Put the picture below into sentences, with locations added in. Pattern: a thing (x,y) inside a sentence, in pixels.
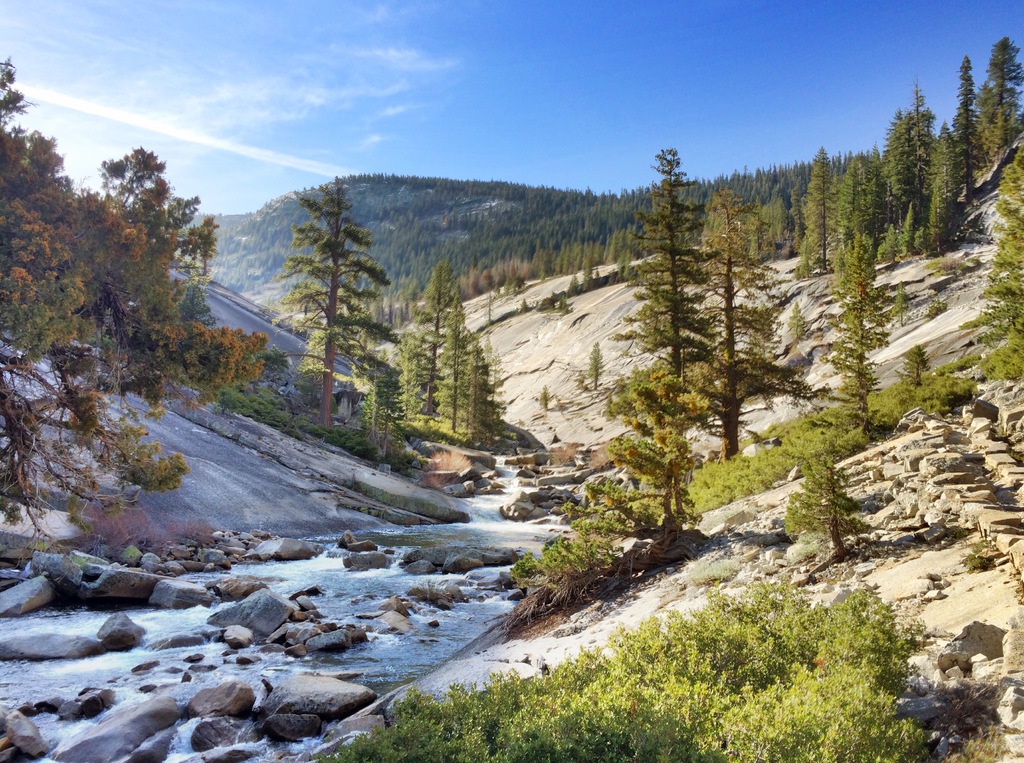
In this image we can see trees (646,462), there are the rocks (930,547), there is the water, at above the sky (544,120) is in blue color.
